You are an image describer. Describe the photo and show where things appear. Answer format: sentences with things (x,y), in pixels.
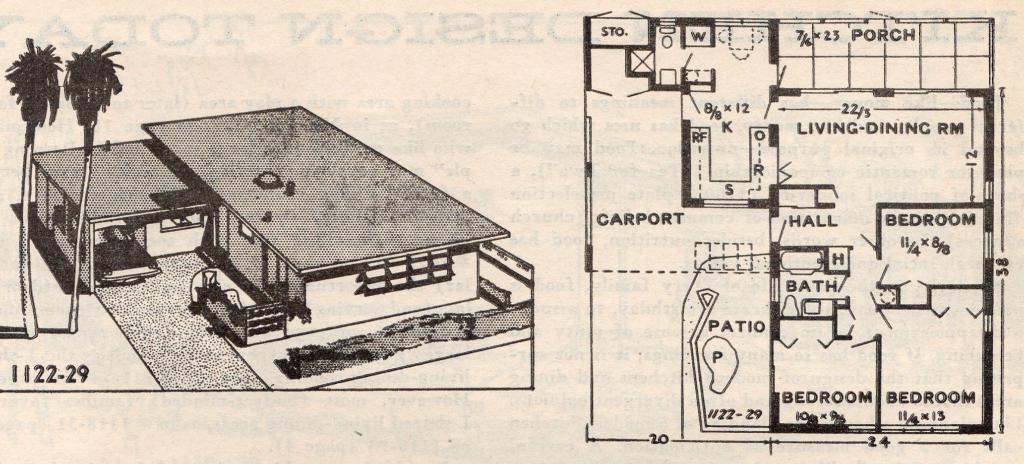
This is a picture of a paper (371,202), where there are photos (341,168) of a house (353,178), there are trees (77,261), numbers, words (699,139), and measurements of the interior part (946,356) of the house (762,88) on the paper (695,361).
